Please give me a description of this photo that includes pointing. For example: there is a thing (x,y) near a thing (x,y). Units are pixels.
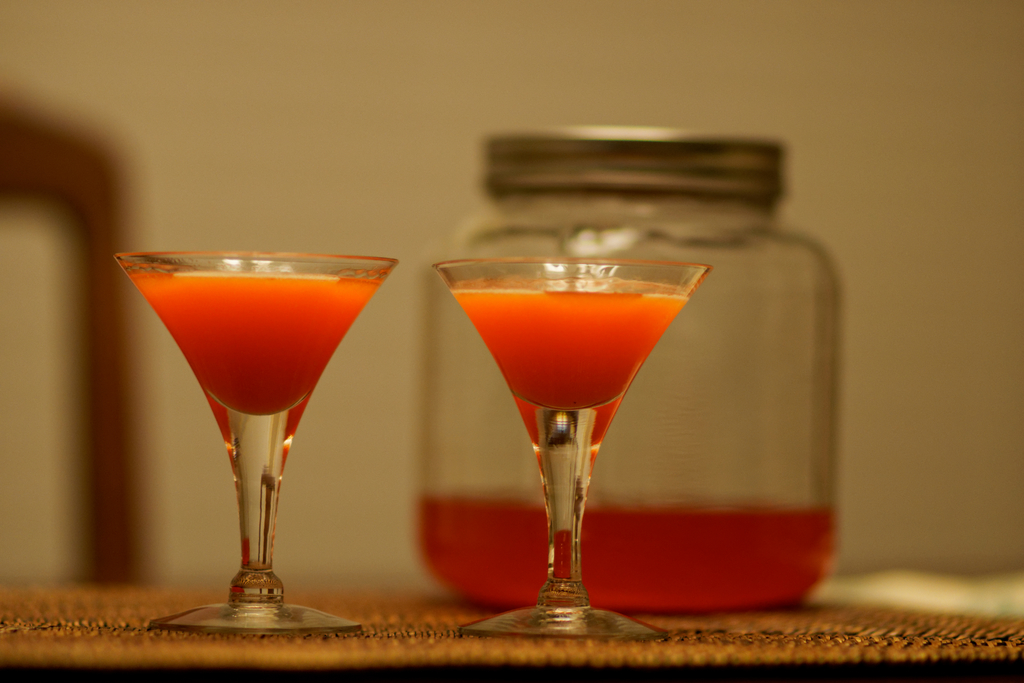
In the image there are two glasses (242,498) filled with some drink (586,298) and behind the glasses (623,279) there's a jar (518,234) closed with a lid (588,163).
